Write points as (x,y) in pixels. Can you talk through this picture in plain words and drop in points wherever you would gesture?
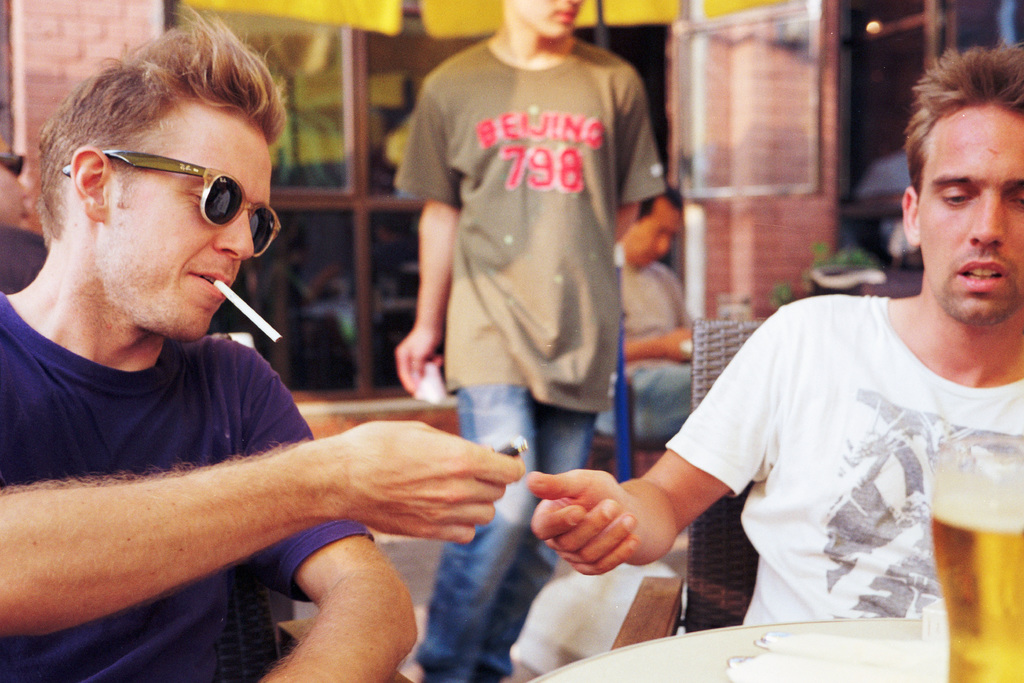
In the image in the center (417,442) we can see two people (612,510) were sitting on the chair (695,540). And the left side person (201,445) is holding lighter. In front of them, there is a table (741,639). On the table (715,639), we can see one beer glass (961,680) and few other objects (941,624). In the background (666,324) there is a wall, glass (399,84), one person (576,268) standing and few people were sitting.
